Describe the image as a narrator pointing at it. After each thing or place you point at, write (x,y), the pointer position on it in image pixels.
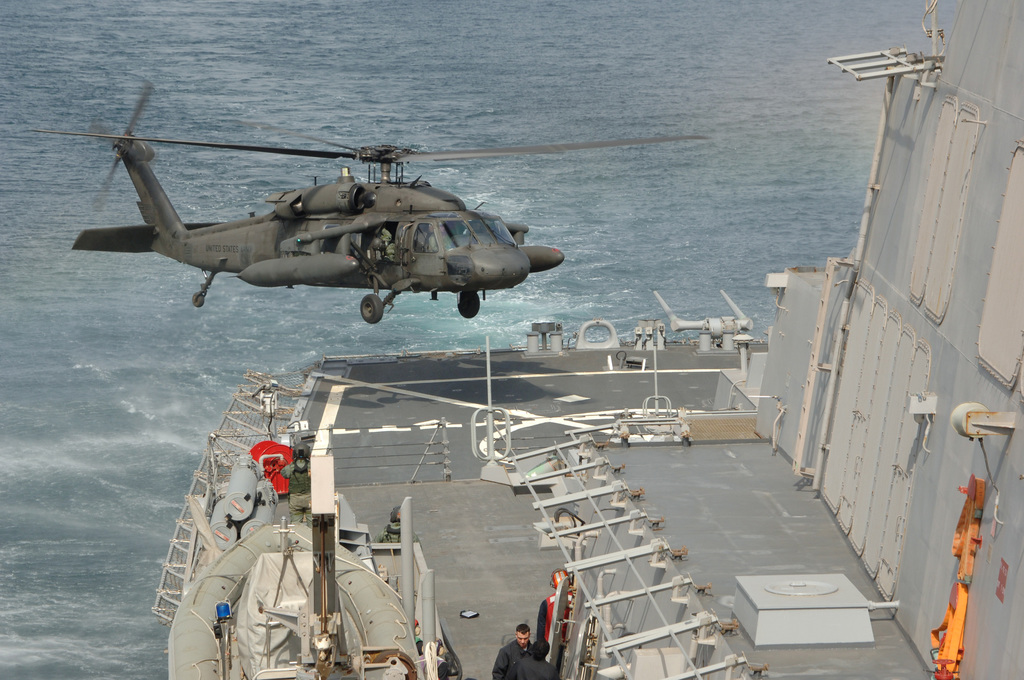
In this picture we can see a helicopter (148,200) flying in the air, boat (174,643) and two people (535,672) standing on a platform (485,626) and in the background (274,41) we can see water (745,150).
